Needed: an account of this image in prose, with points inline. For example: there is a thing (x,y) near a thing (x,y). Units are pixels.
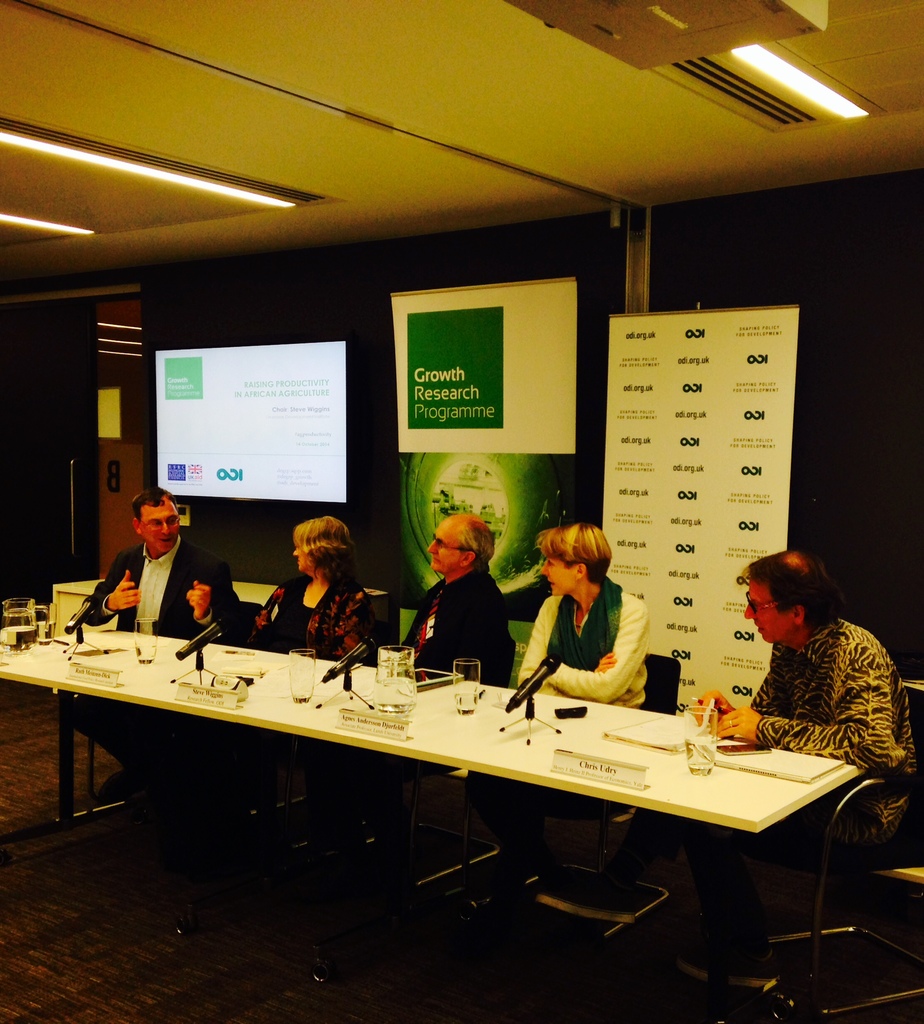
In this image I can see few people (423,618) are sitting on chairs (903,847), in the front of them I can see a white colour table (332,662) and on it I can see number of glasses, few boards (98,667), few mics (68,622) and on these boards (632,776) I can see something is written. In the background (462,481) I can see a projector's screen (279,359), few boards (487,428) and on these boards (665,456) I can see something is written.
